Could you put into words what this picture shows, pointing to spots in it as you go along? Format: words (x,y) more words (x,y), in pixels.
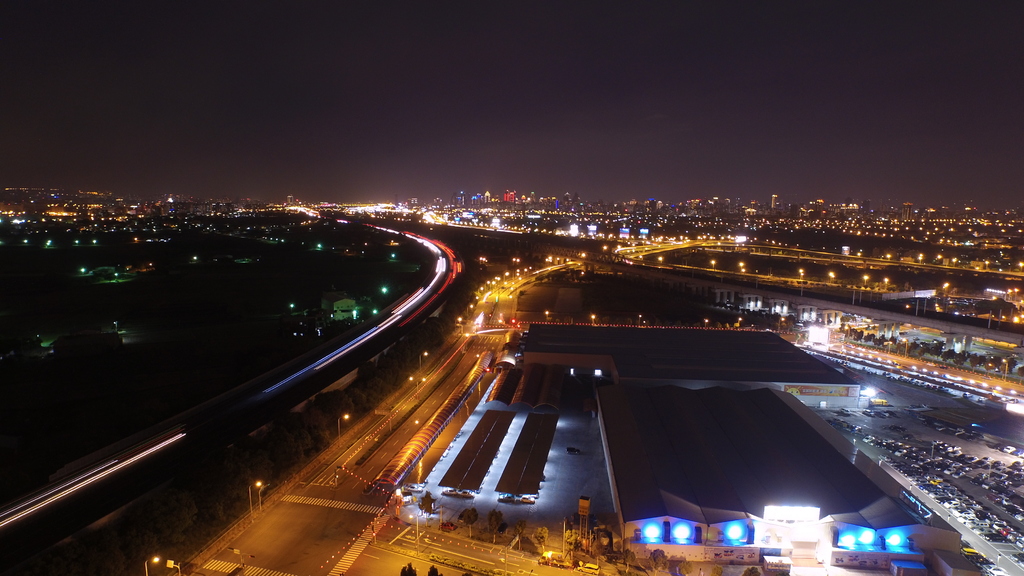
This is the top view of a city (427,254), in this image there are roads (310,374), buildings (601,401), lampposts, vehicles (455,268) and trees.
